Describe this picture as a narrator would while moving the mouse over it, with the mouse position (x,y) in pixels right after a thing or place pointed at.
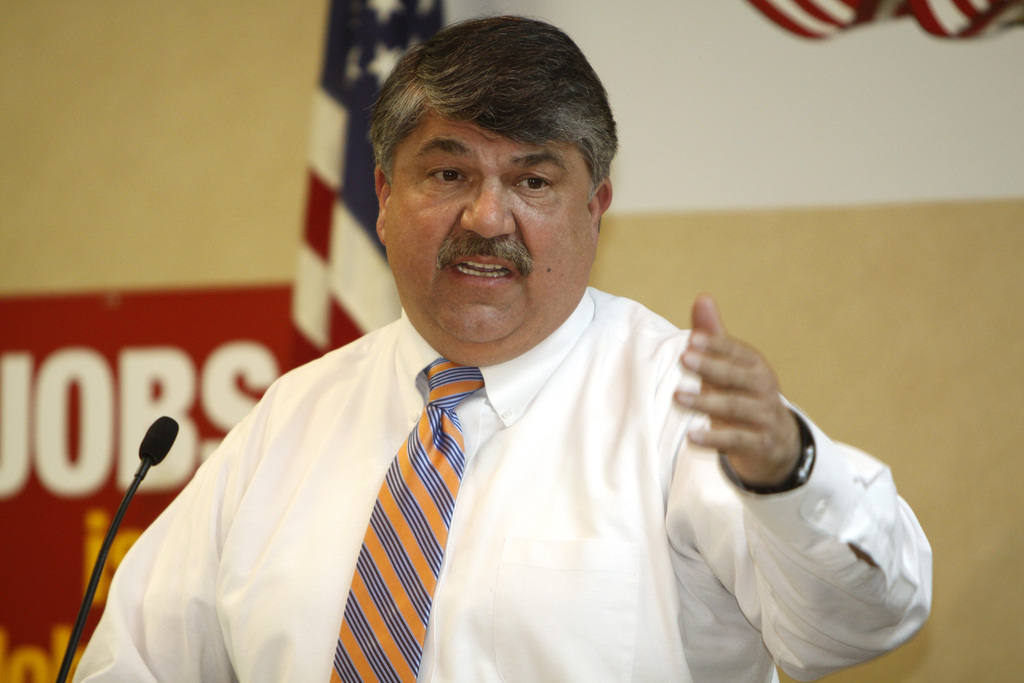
In this picture I can observe a man (332,462) wearing white color shirt (337,527) and a tie (418,461). In front of him there is a mic (174,425). Behind him I can observe a national flag (333,243). In the background (798,317) there is a wall (828,329) which is in cream color.
